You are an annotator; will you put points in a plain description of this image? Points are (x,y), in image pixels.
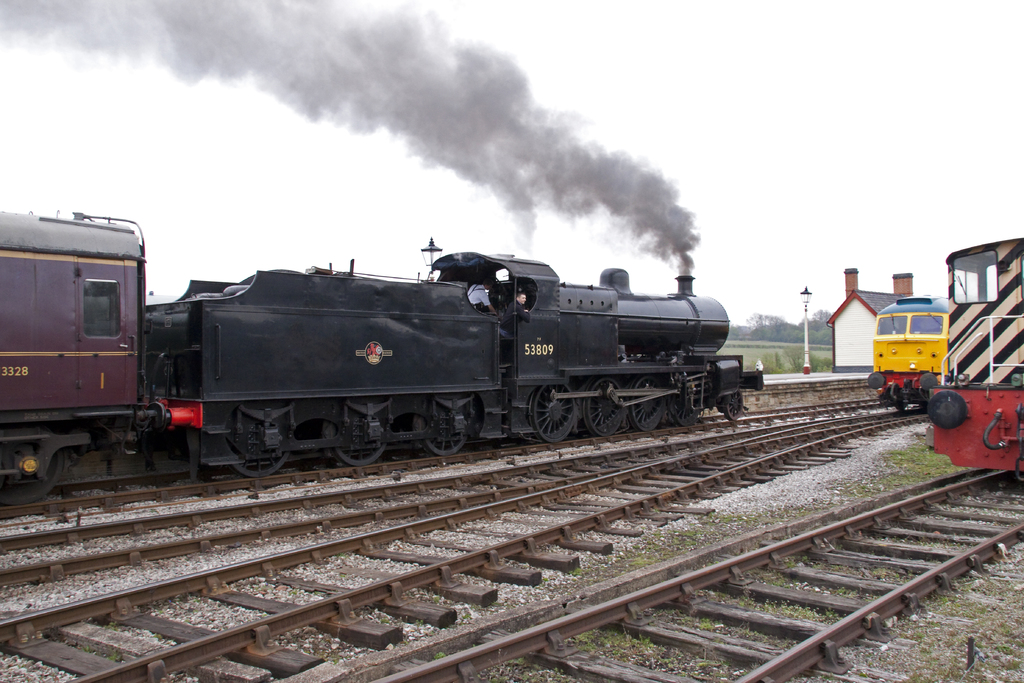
In the image we can see a train (327,405), on the train track (574,473). This is a grass (610,635), smoke (580,175), stones (310,568), light pole (808,316), tree (817,334) and a sky (840,185).
